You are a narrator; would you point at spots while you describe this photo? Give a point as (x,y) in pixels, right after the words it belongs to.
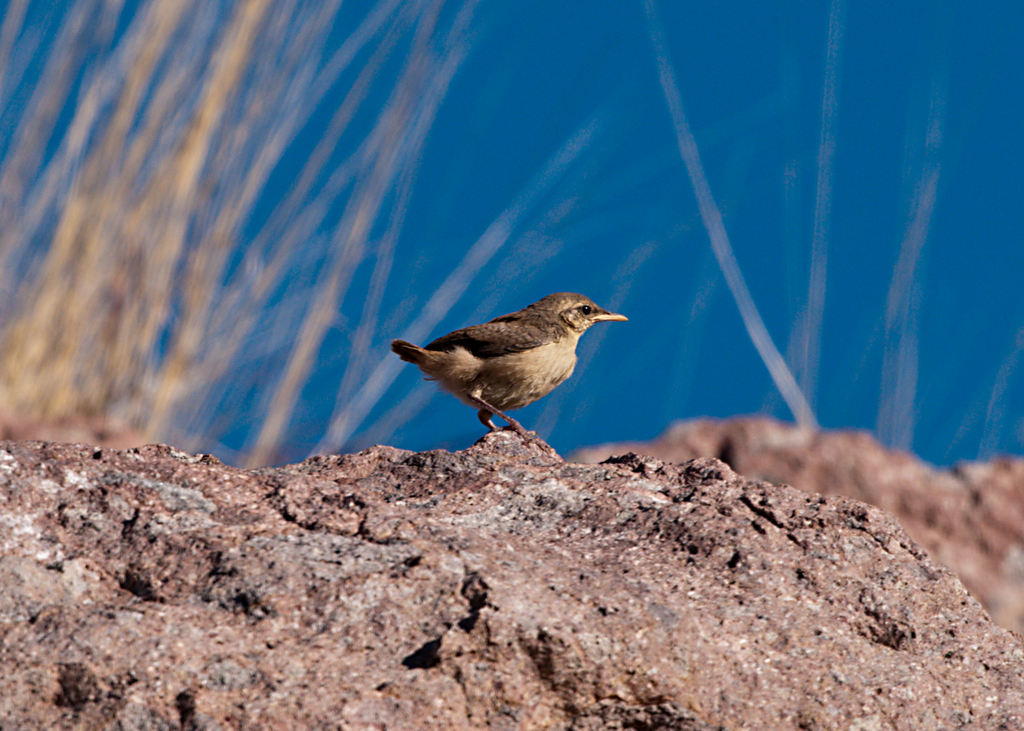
In this image we can see a bird (493,406) standing on the stone (713,481). In the background (430,181) there are grass (384,192) and sky (762,176).
